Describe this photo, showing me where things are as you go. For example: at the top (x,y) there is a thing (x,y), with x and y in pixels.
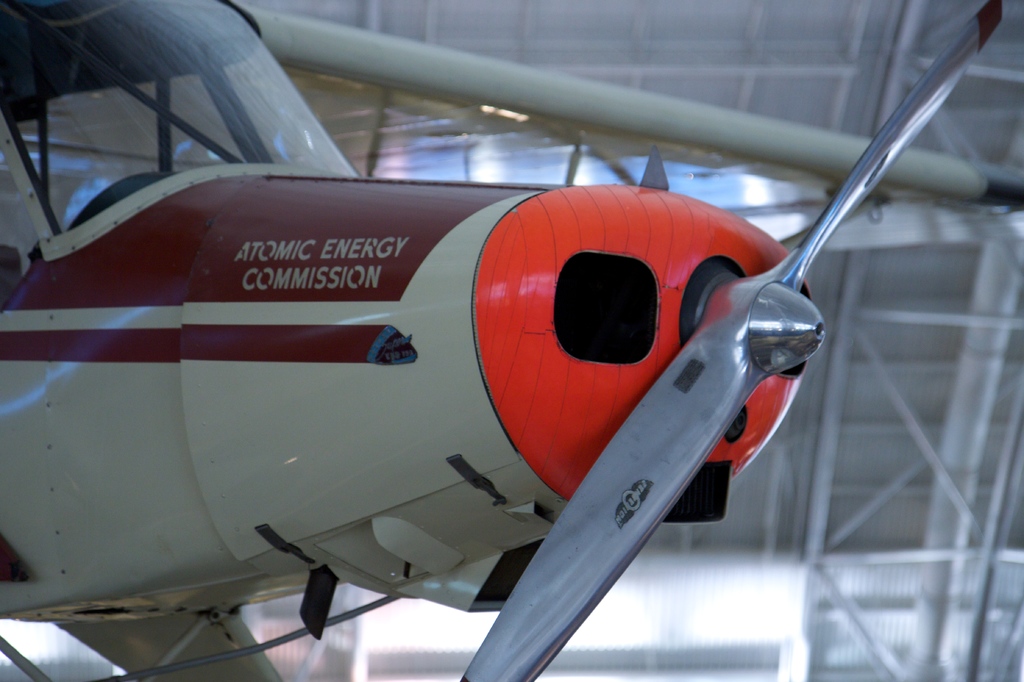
In this image, I can see an aircraft (380,386). This is a propeller (676,374) and a wing (740,148), which are attached to an aircraft (468,396). I think this is a cockpit (51,185). The background (916,265) looks blurry.
